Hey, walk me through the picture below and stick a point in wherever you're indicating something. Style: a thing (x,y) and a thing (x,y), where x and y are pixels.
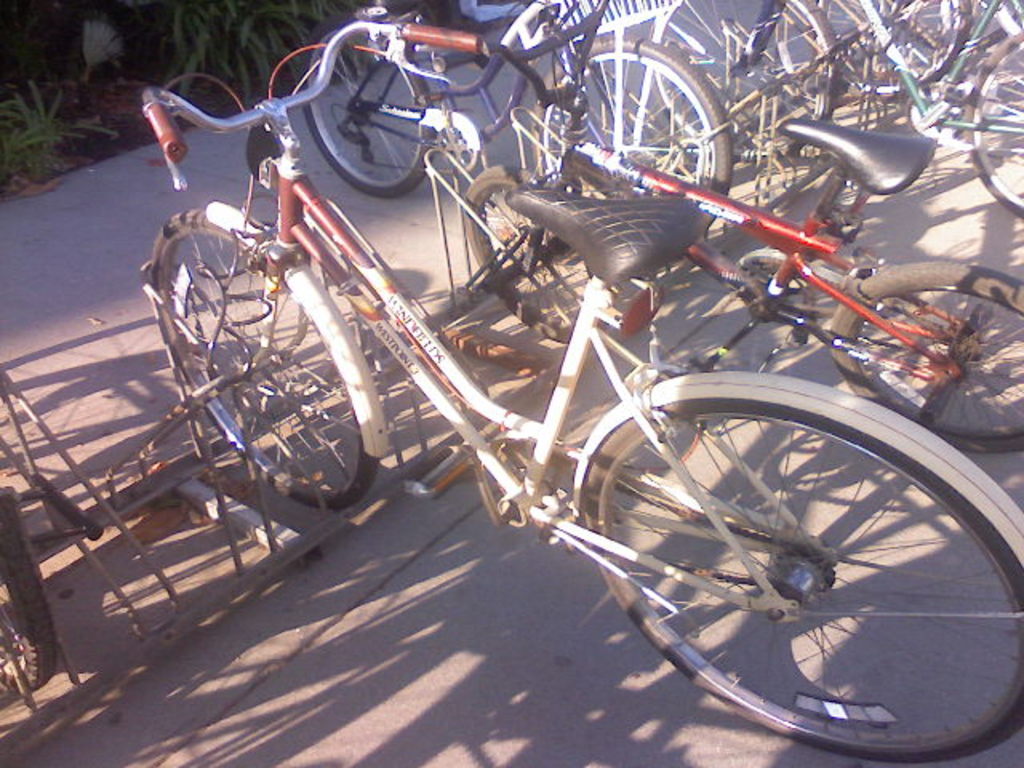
In this image there are a few cycles (598,231) parked on the road surface (429,216), in front of the cycles (153,129) there are plants (201,59).
